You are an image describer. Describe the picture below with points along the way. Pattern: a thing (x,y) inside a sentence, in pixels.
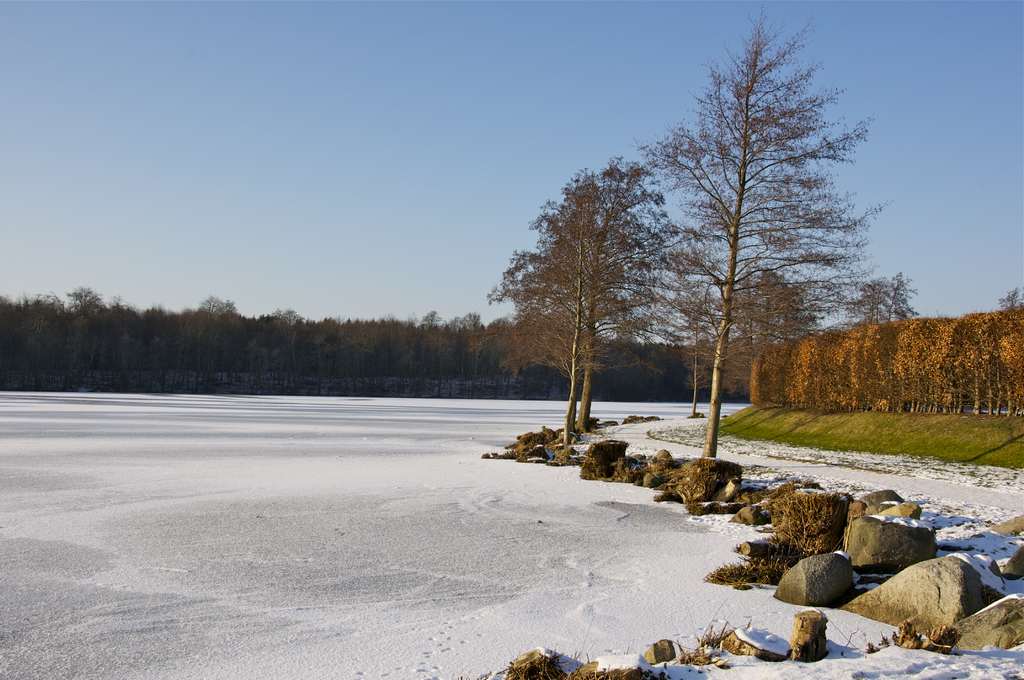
At the bottom of the image (449,510) on the ground (352,493) there is snow (376,473) and also there are rocks (939,577) covered with snow (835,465). In the image there are many trees (630,365). At the top of the image (922,107) there is sky (948,137).
